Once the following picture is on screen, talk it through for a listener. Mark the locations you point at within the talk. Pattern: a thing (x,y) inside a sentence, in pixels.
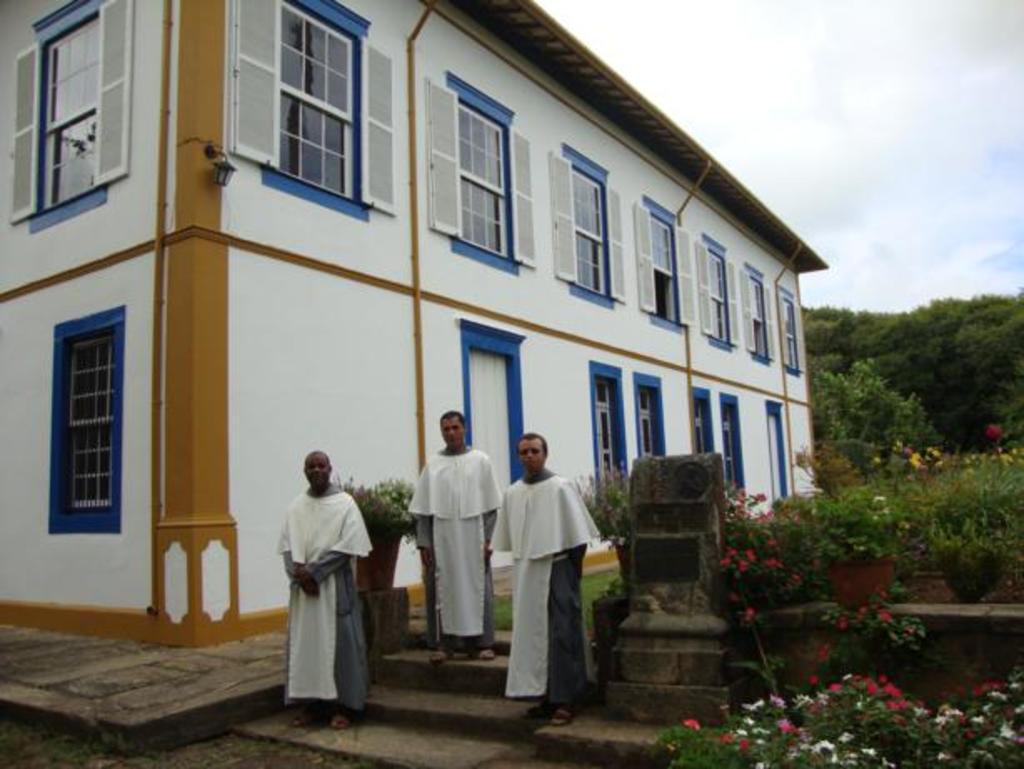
In this image there are three men (491,569) standing on steps (443,674), on the right side (816,731) there are plants (980,496) tree (959,354) in the background (605,178) there are windows (763,352) and door (500,430).
